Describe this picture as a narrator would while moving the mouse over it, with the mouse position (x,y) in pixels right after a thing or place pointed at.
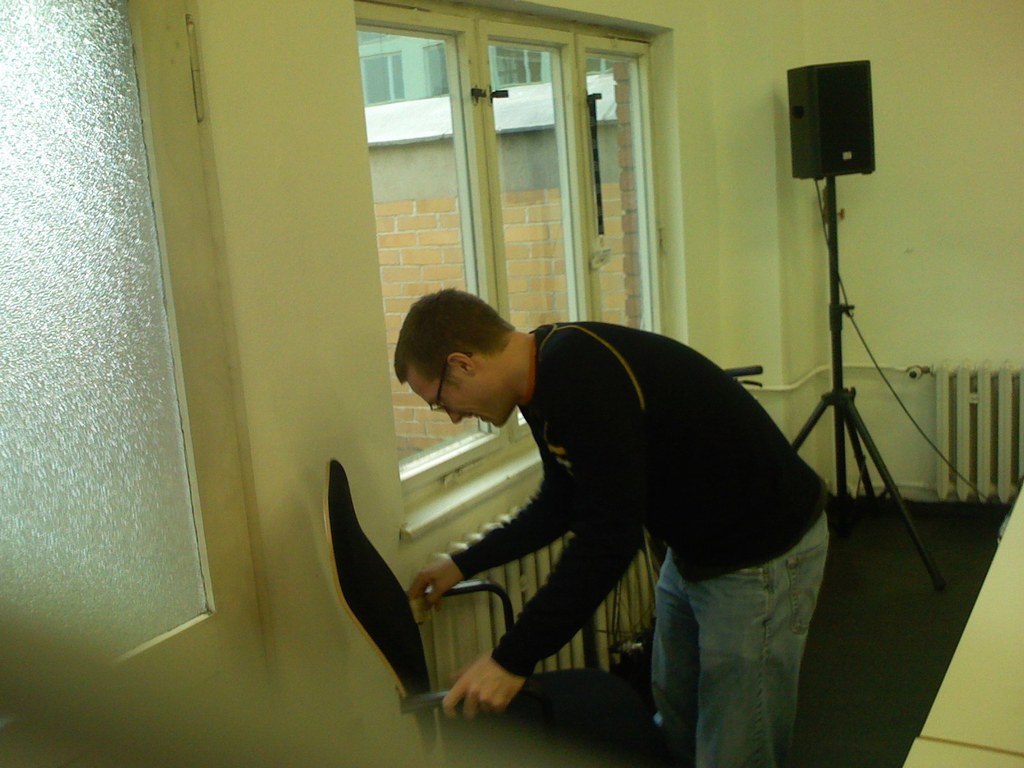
In this image we can see a man (607,552) wearing the glasses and also holding the chair (460,724) and standing. We can also see the sound box (826,142) with the stand (896,489) and also the chair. Image also consists of a door (77,451) and also glass windows (459,233) and through the glass windows (398,58) we can see the brick wall (406,187) with the windows (394,75). We can also see the plain wall (962,306) and also the floor (869,738) on the right (875,607).
